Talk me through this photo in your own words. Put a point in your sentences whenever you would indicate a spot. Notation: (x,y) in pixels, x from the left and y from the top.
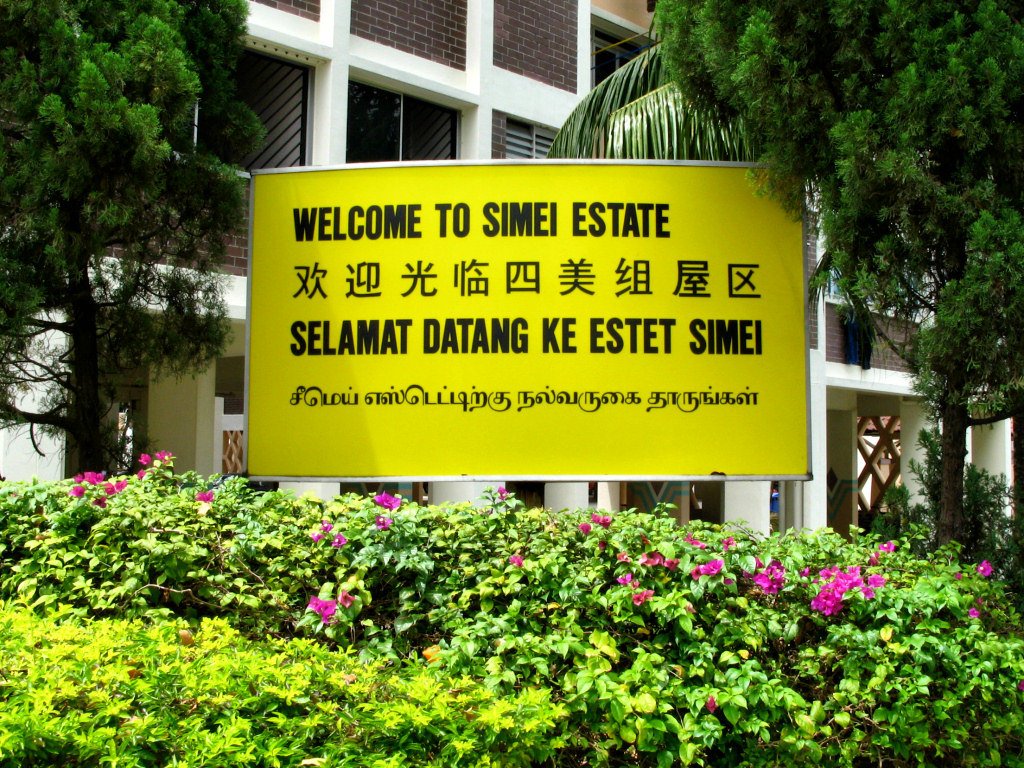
In this image, in the middle (657,373), we can see a board (616,338). In the background (923,186), we can see some trees (844,187), building (153,408). At the bottom (488,583), we can see some plants (575,536) with flowers (761,589) which are pink in color.
